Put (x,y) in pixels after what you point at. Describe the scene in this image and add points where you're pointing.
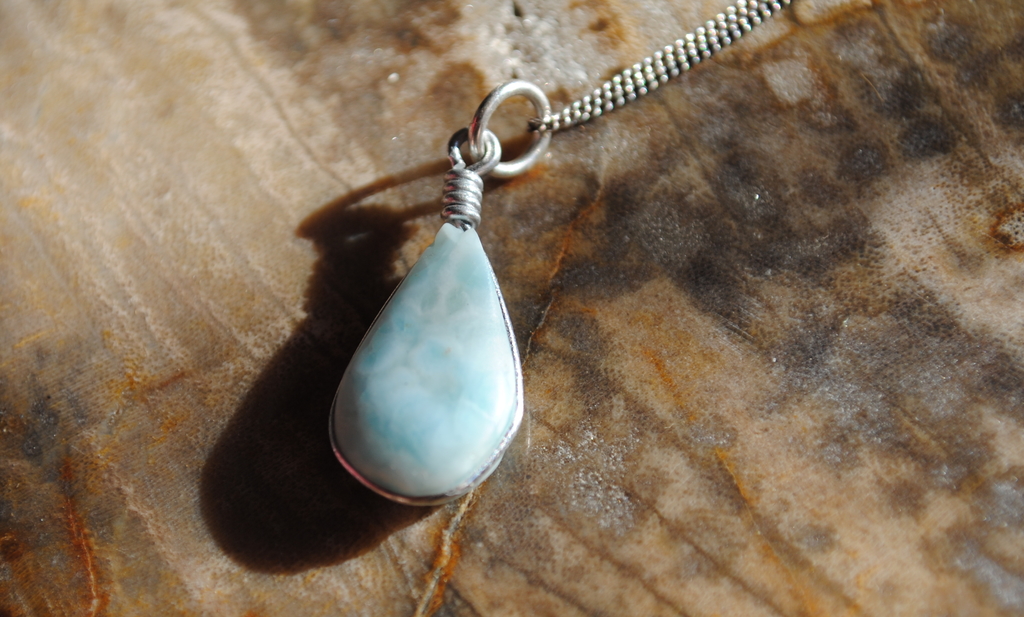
In this image I see a blue color thing (418,322) to this chain (659,59) and this chain (739,22) is on a brown and black color surface (578,325).
